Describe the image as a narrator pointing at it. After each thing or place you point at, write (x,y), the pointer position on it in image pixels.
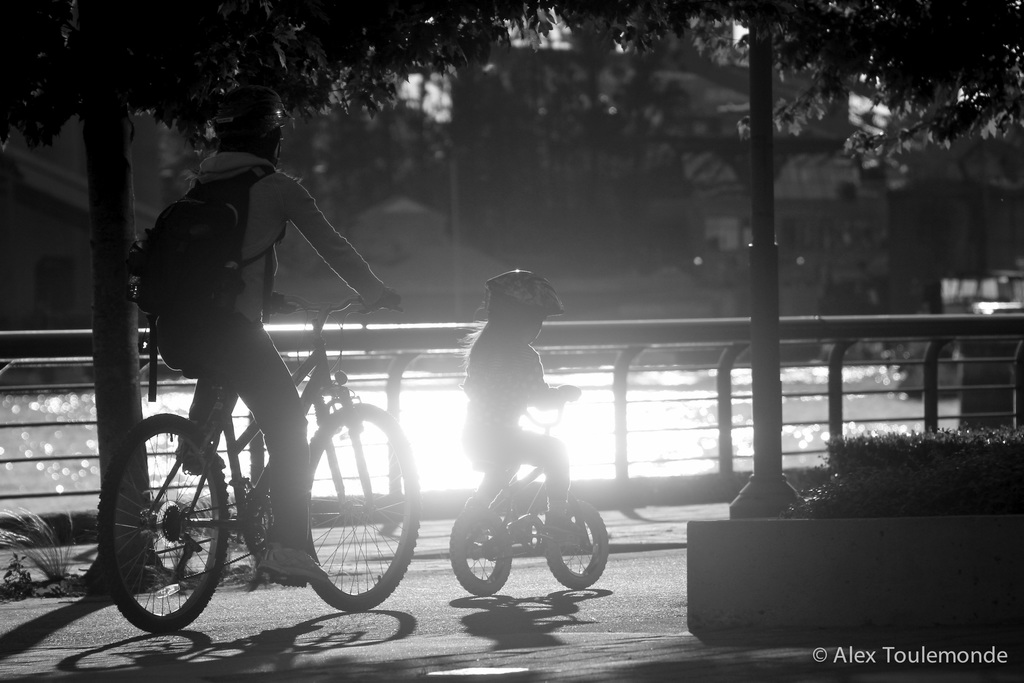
In this image on the left side (185,359) there is one person (246,334) who is sitting on a cycle (109,526) and riding and he is wearing helmet (247,109) and bag (187,251) beside him there is another small cycle (529,529) and on that cycle (501,553) there is one small baby (495,393) who is sitting and riding on the background (492,93) there are trees (386,119) and in the middle (431,415) there is a river (61,488) and on the bottom of the right corner (956,475) there is a plant (924,477).
